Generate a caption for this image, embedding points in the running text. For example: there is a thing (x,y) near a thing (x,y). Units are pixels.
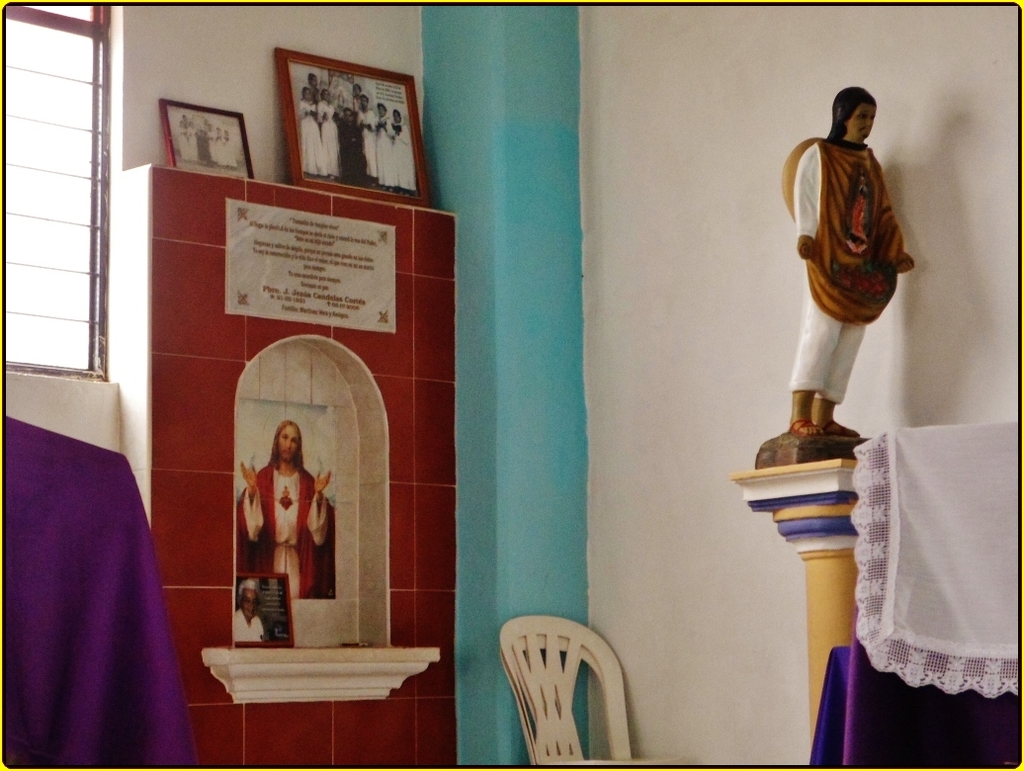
In this image we can see a statue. We can also see the cloth (910,603) on some objects (897,607), some chairs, the wall (678,710) with the picture of a person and some photo frames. We can also see a window (103,330).
